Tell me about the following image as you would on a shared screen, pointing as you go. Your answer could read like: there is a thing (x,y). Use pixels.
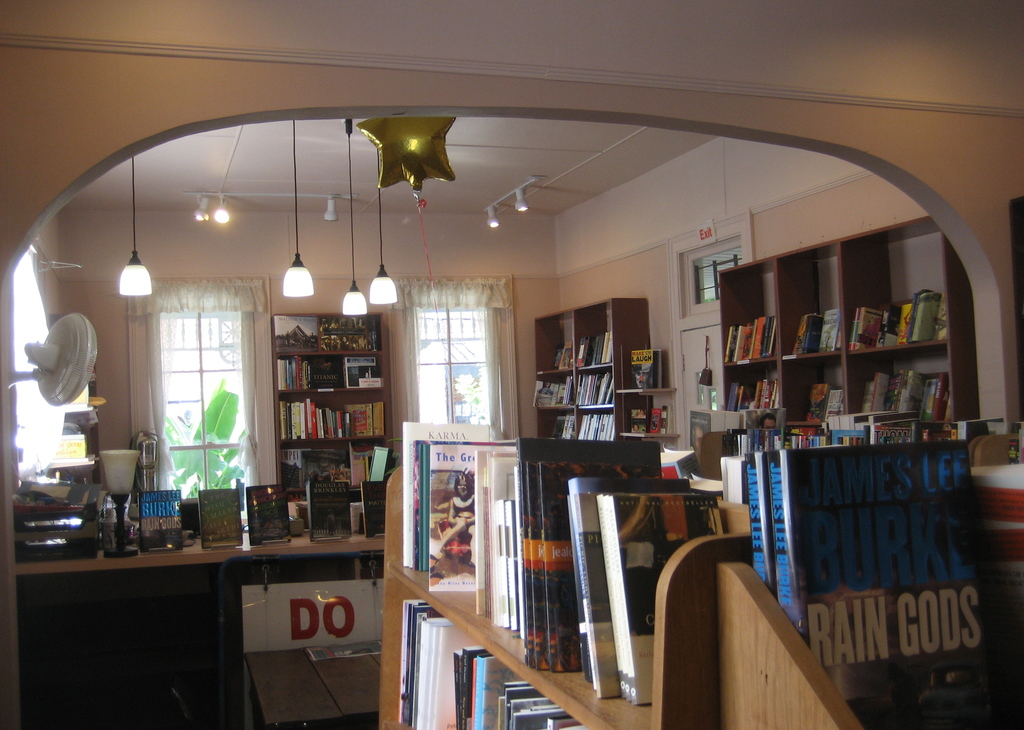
There is a room (776,171) in which, there are books (508,548) arranged in shelves (389,514), there are books (232,491) arranged on the table (195,559), there is a fan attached to the wall (125,399), there are lights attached to the roof (561,173) and there are windows (195,383). Through this window (198,404), we can see, there are plants (215,435).
